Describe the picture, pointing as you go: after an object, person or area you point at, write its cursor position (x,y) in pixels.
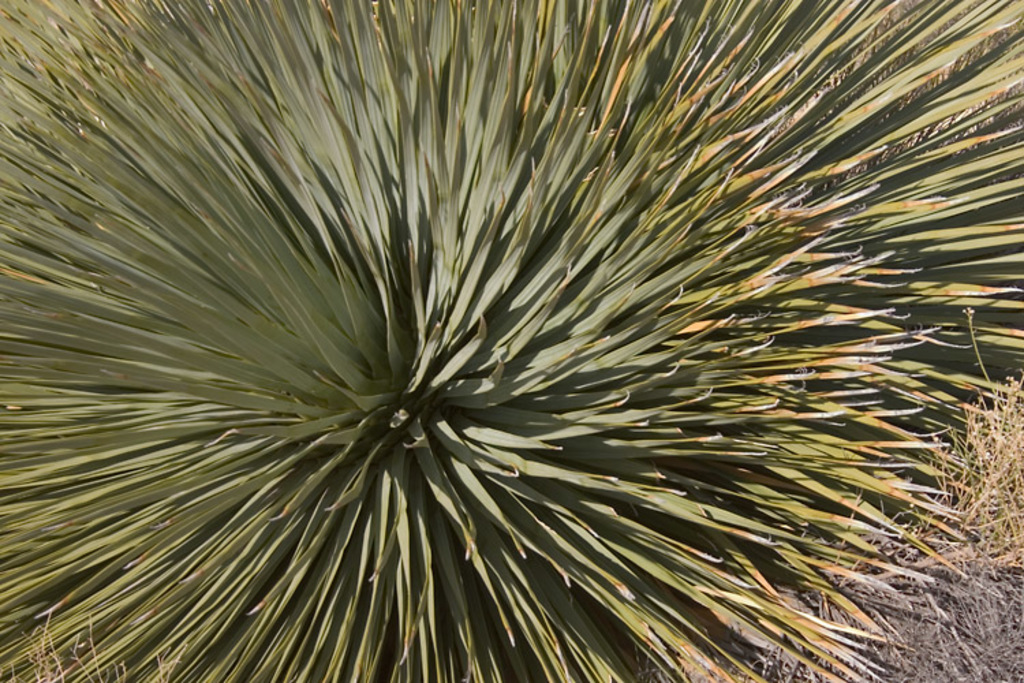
In the center of the image (535,237) there is plant (311,321).
